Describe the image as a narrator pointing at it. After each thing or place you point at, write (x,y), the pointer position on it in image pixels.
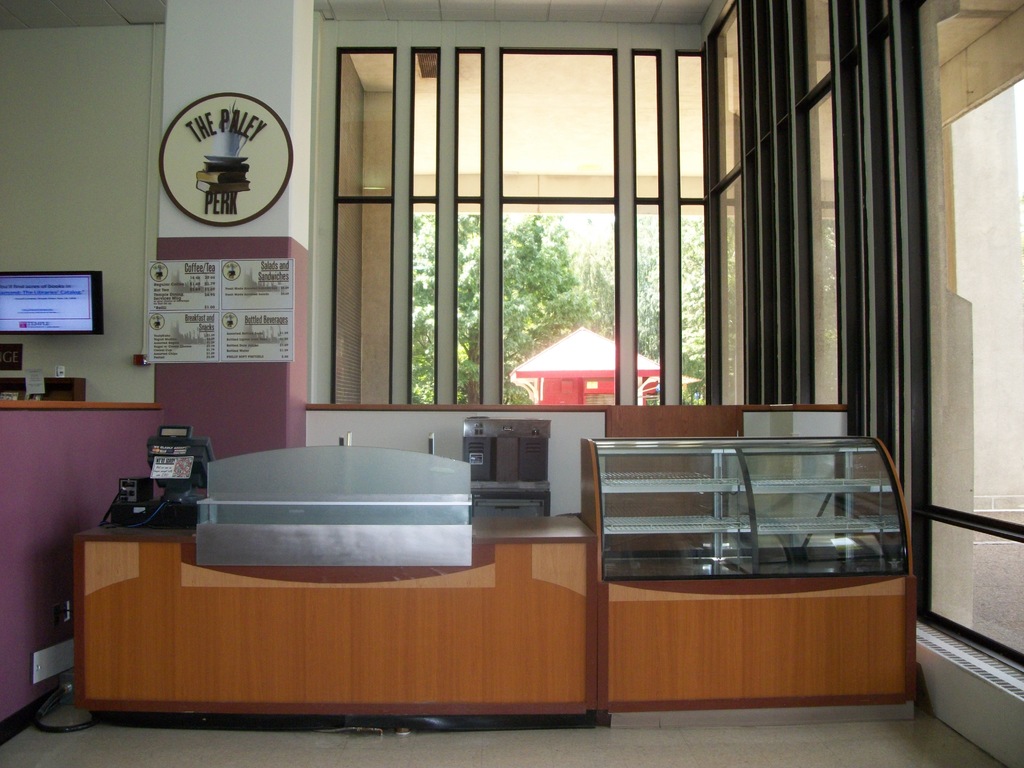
In this picture I can observe desk (506,545) in the middle of the picture (416,502). In the background (374,348) I can observe window (522,202) and some plants (508,310).
